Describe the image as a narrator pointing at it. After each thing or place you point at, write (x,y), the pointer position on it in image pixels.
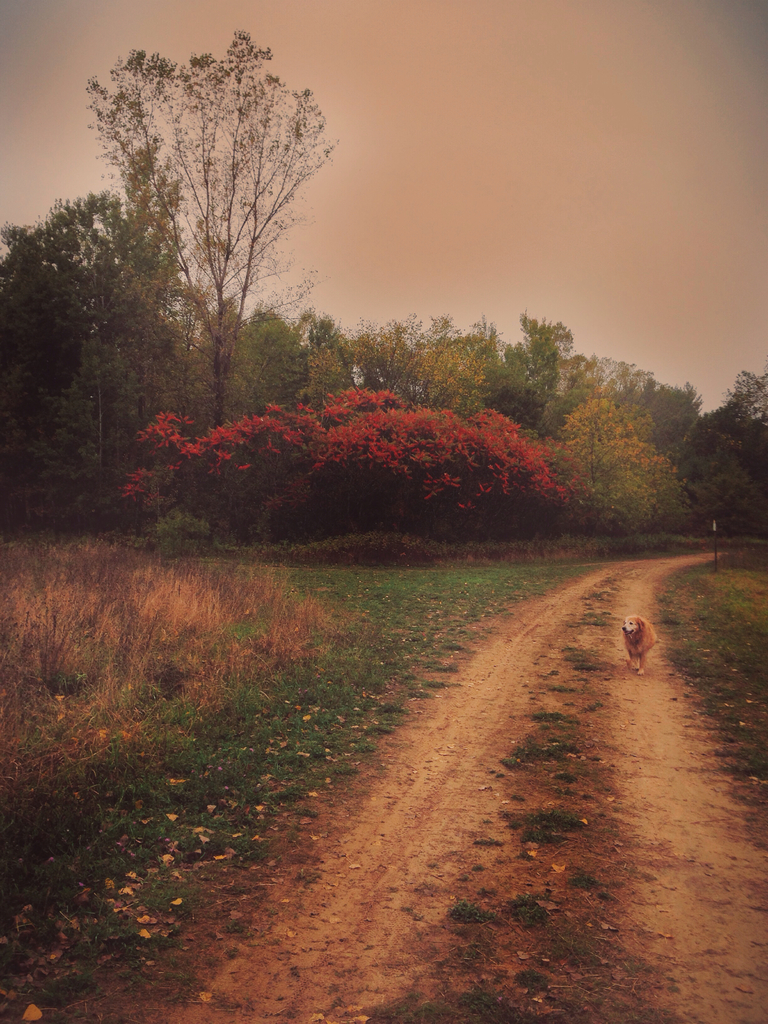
In this image on the right (643,635), there is a dog (643,645). At the bottom (259,701) there are plants (266,767) and grass (296,737). In the background (359,376) there are trees (363,395) and sky (530,305).
